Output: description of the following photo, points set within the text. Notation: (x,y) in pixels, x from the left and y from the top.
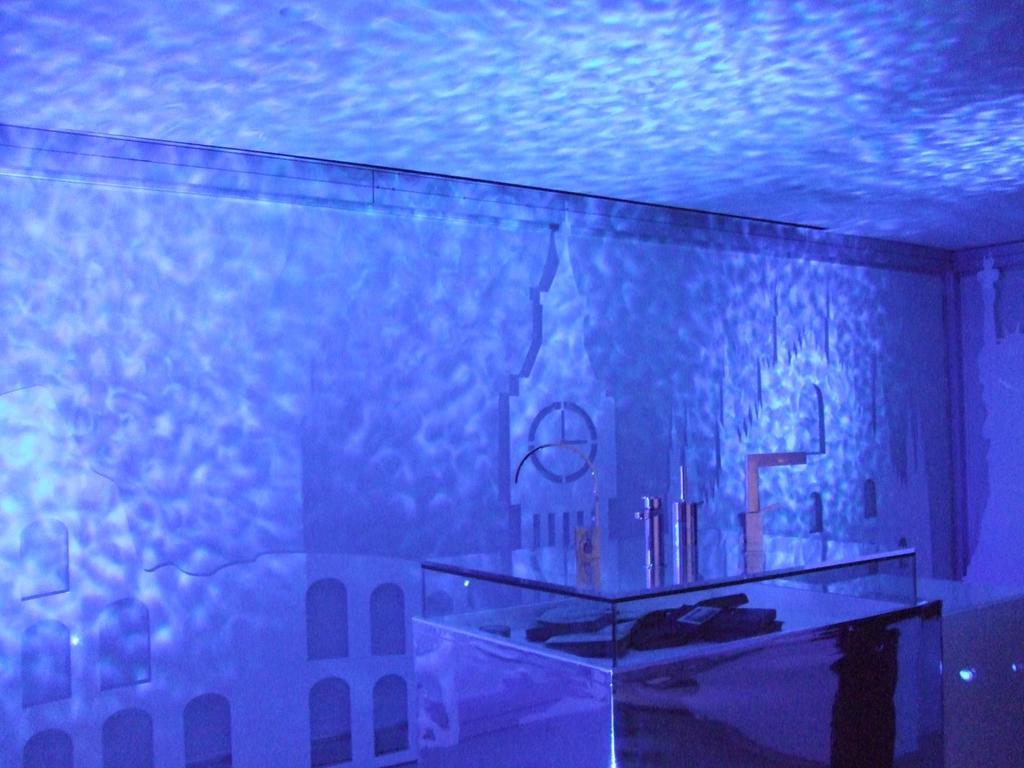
In this picture we can see a table (699,664) in the middle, there is something present on the table (689,655), in the background (558,432) we can see a clock (540,469) and a wall (521,341), we can see reflection of lights (174,466) on the wall (716,342).
